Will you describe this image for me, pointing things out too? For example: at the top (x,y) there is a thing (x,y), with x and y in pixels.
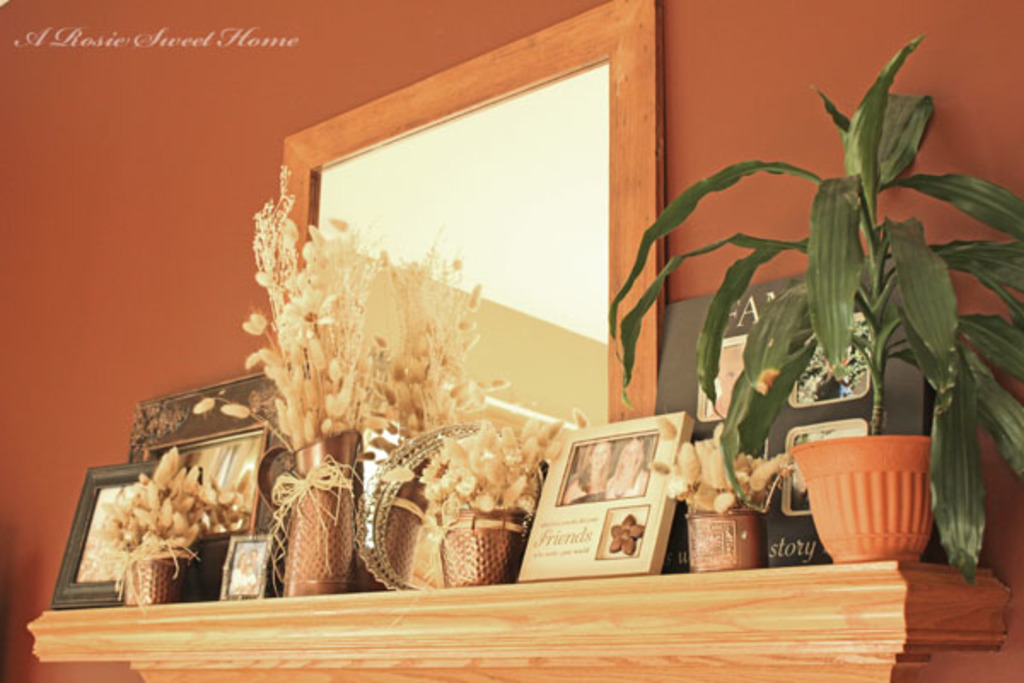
In the center of this picture (594,429) we can see a wooden shelf (651,625) on the top (884,572) of which house plant (922,269), flower vases (319,528), picture frames (607,497) and some other items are placed and we can see the wall mounted mirror (621,116). In the top left corner (291,42) we can see the watermark (144,40) on the image.
